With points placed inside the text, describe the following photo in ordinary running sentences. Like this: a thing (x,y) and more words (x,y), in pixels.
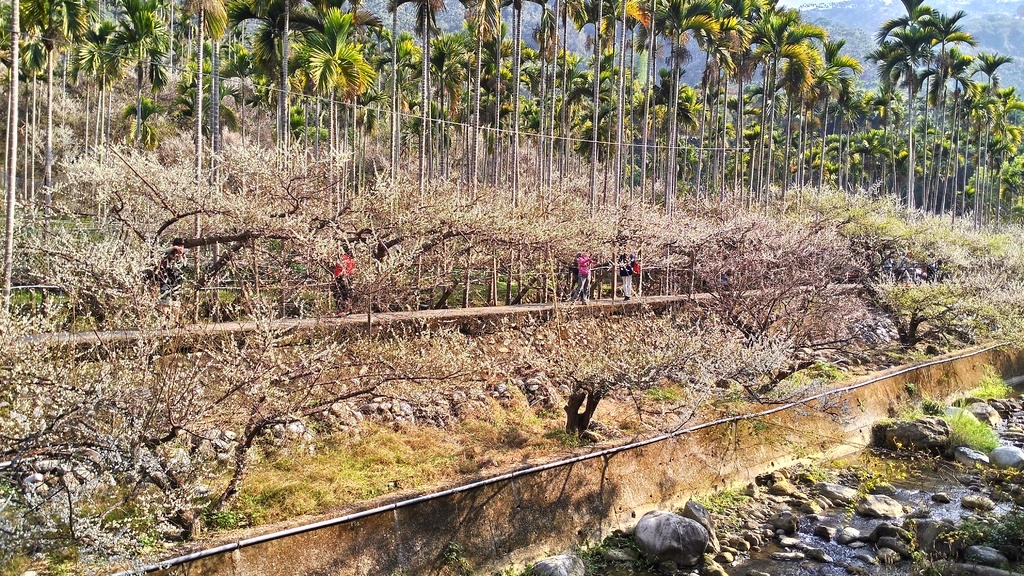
This picture is taken from outside of the city. In this image, in the right corner (965,470), we can see some stones (826,534) on the water (876,571). In the background (350,363), we can see some plants (391,275), flowers (842,231), trees (478,82), grass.
